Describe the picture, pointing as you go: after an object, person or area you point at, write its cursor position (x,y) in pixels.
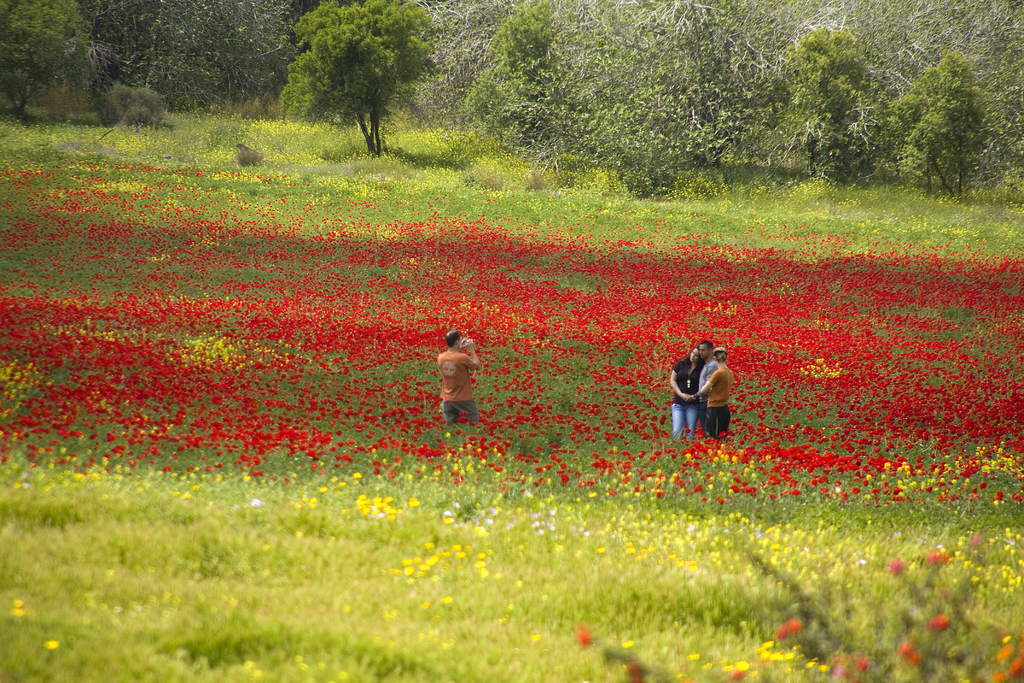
Land (94,291) is covered with plants (576,636) and flowers (486,461). These people (455,373) are standing. This man (470,357) is holding an object (471,343). Background there are trees (1012,84).
